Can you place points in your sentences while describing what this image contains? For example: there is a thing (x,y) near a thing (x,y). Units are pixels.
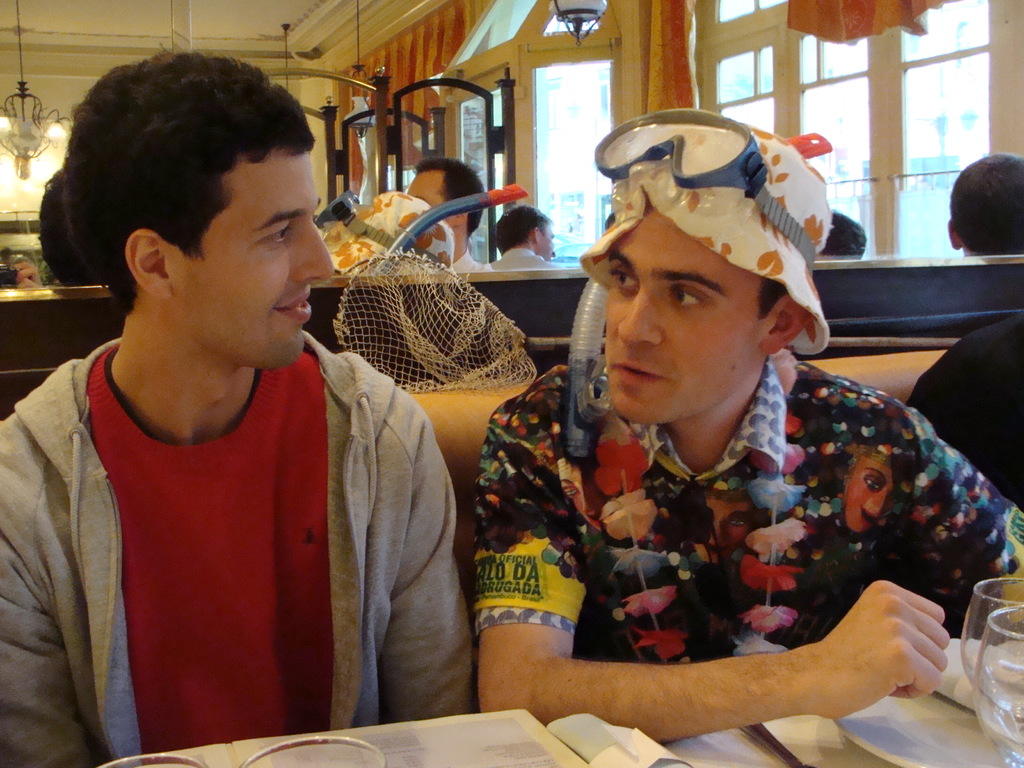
In the center of the image (516,459) there are two persons (528,462) sitting on the sofa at the table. On the table (976,687) we can see tumblers (1003,587), menu (460,734) and tissues (628,740). In the background (456,252) we can see persons (468,255), doors (580,111), windows (550,120), lights (583,24) and wall (93,67).
